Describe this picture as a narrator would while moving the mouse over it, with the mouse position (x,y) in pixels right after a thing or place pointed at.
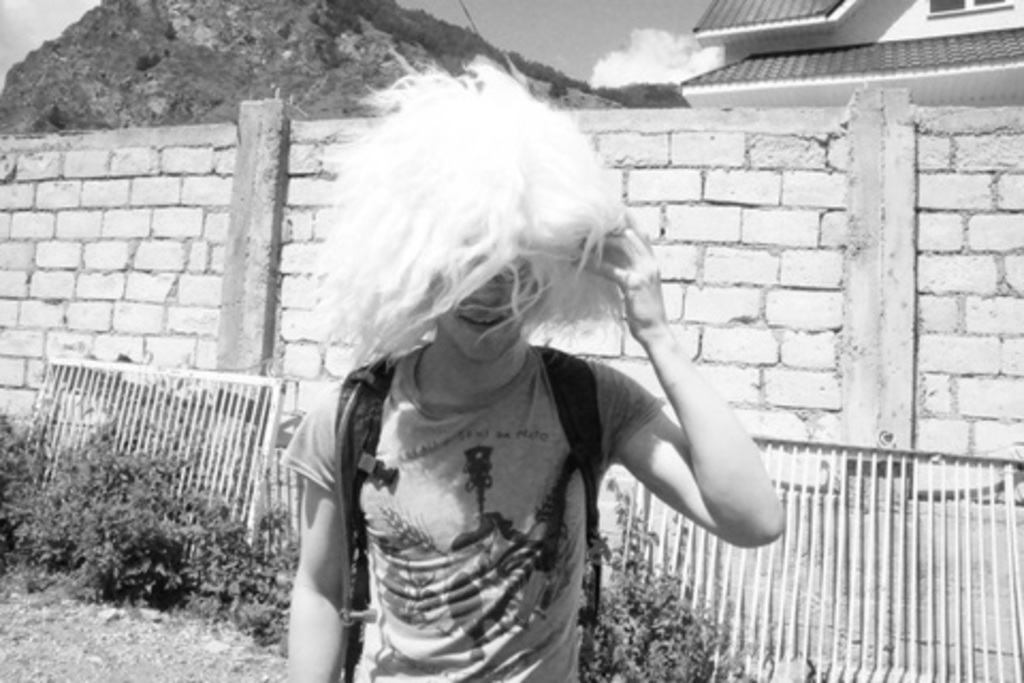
This is a black and white image. In this image we can see the person (477,521) wearing a bag (366,449) and a wig (402,267) on his head (483,312) is standing, behind him there is a wall (789,282) with bricks (785,282), in front of the wall (700,128) there are plants (175,526) and railing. In the background (799,58) there is a building (762,47), mountain (177,47) and a sky (662,42).
